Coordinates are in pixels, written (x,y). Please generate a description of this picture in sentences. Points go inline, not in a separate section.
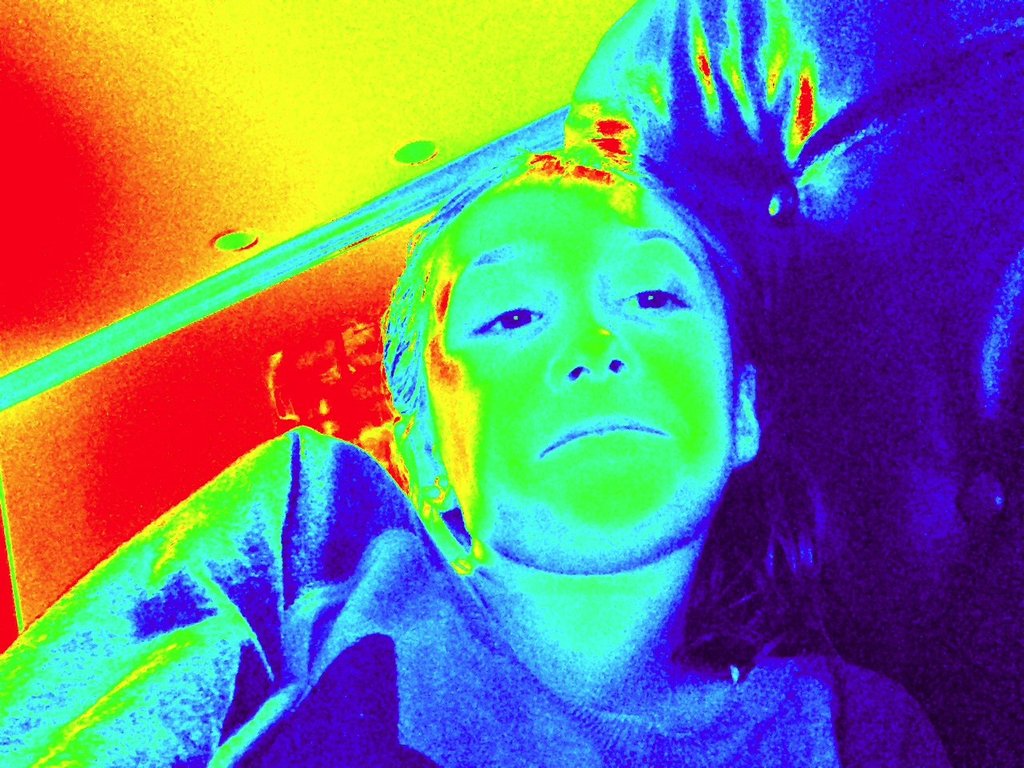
This is an edited image. At the bottom of the image (504,682) there is a person (639,306). And there is a colorful background (316,36).
